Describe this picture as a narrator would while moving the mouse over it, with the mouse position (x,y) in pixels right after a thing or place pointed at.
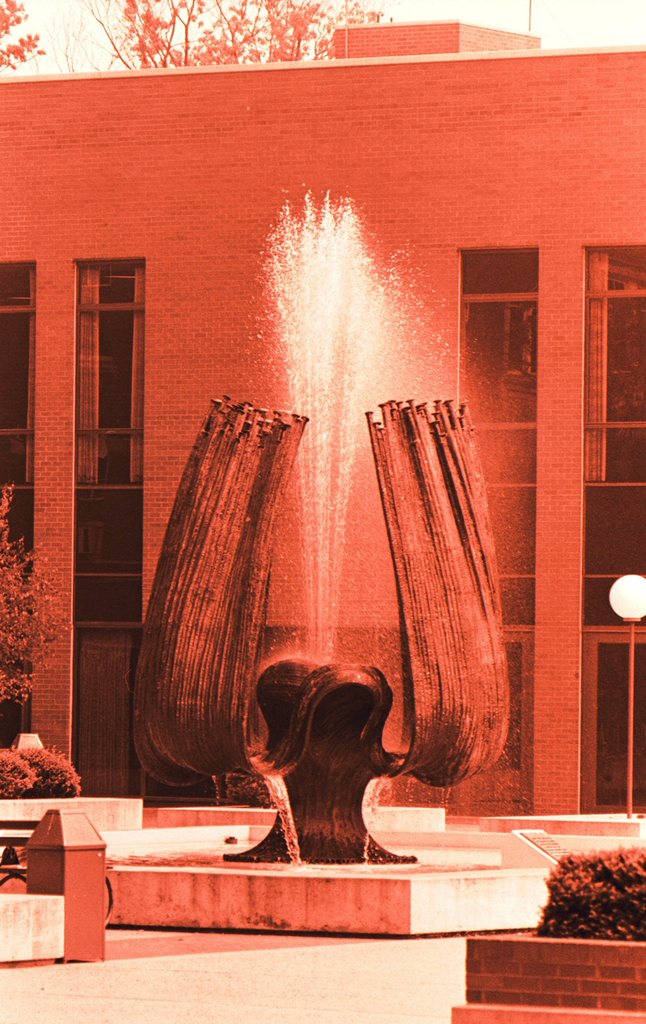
In the center of the image (349,443), we can see a fountain (397,535) and in the background (373,224), there is a building (549,620) and we can see a light pole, trees (38,613) and there are plants (631,918). At the bottom (211,938), there is a road (237,964).
